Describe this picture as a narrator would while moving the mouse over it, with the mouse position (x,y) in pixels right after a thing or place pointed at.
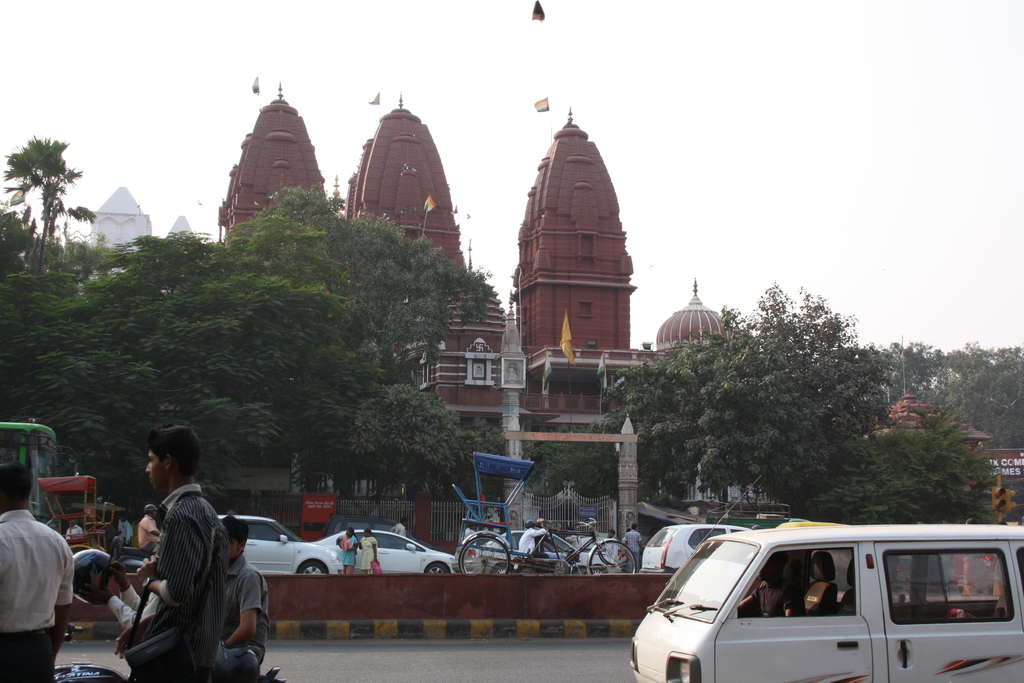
On a road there are few vehicles (1016,548) riding and few people (53,544) are walking, Behind that there are trees (680,489) and building (568,135) and flag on top of the building (559,144).
